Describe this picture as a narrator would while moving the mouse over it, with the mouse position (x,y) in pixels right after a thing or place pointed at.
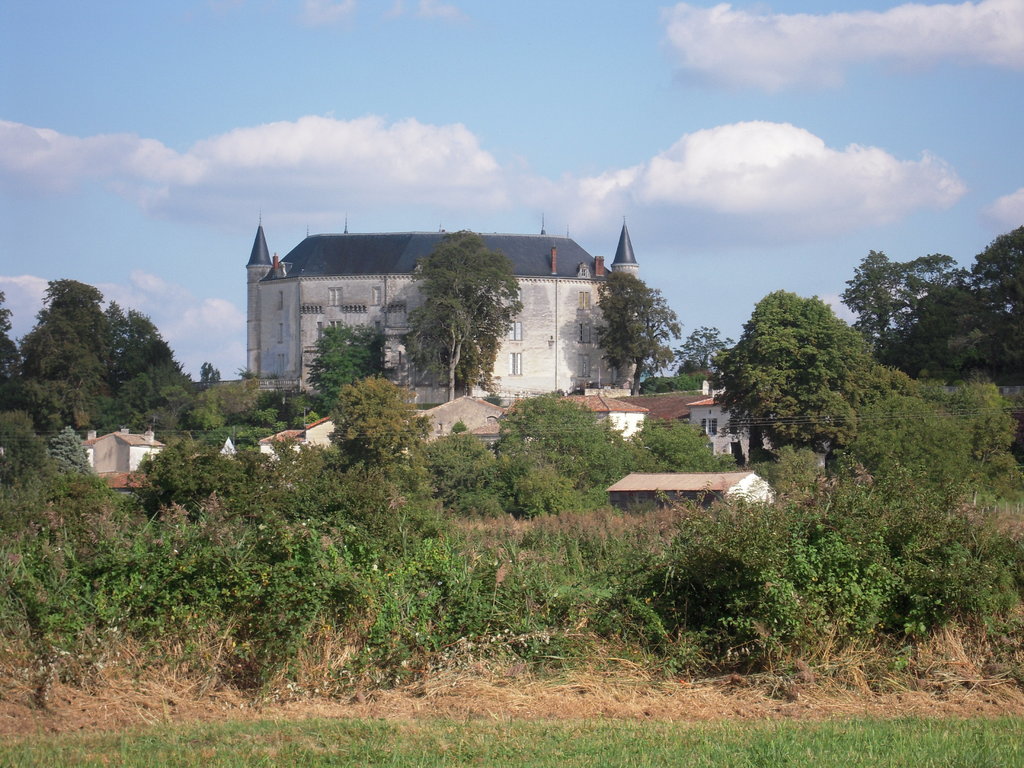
This image consists of many trees (681,438) and plants (446,463). In the background (711,482), we can see small houses (655,501) and a building (390,375). At the top (555,91), there are clouds (18,175) in the sky (479,226). At the bottom (402,747), there is green grass (640,757).
